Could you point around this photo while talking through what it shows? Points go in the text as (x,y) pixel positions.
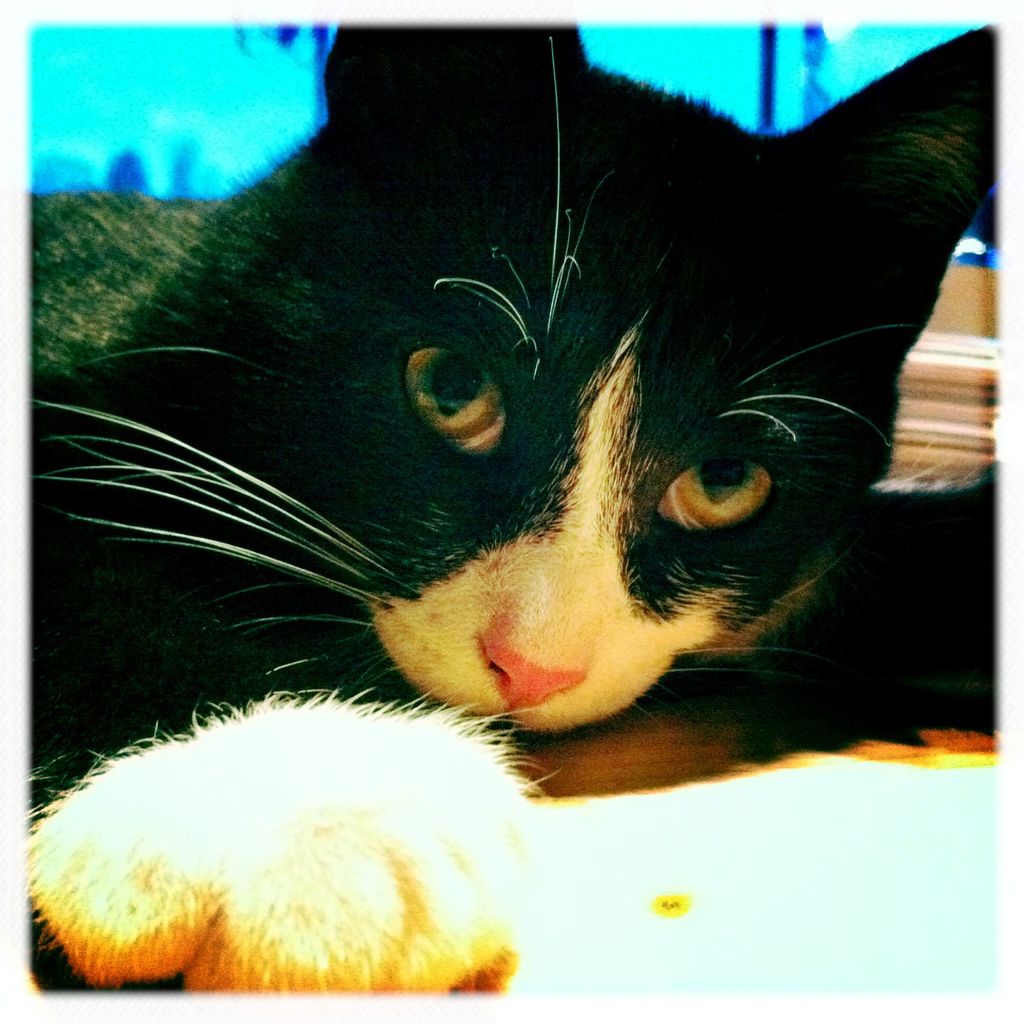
In this picture I can see a cat (495,350), and in the background (322,82) there are some objects (986,410).
